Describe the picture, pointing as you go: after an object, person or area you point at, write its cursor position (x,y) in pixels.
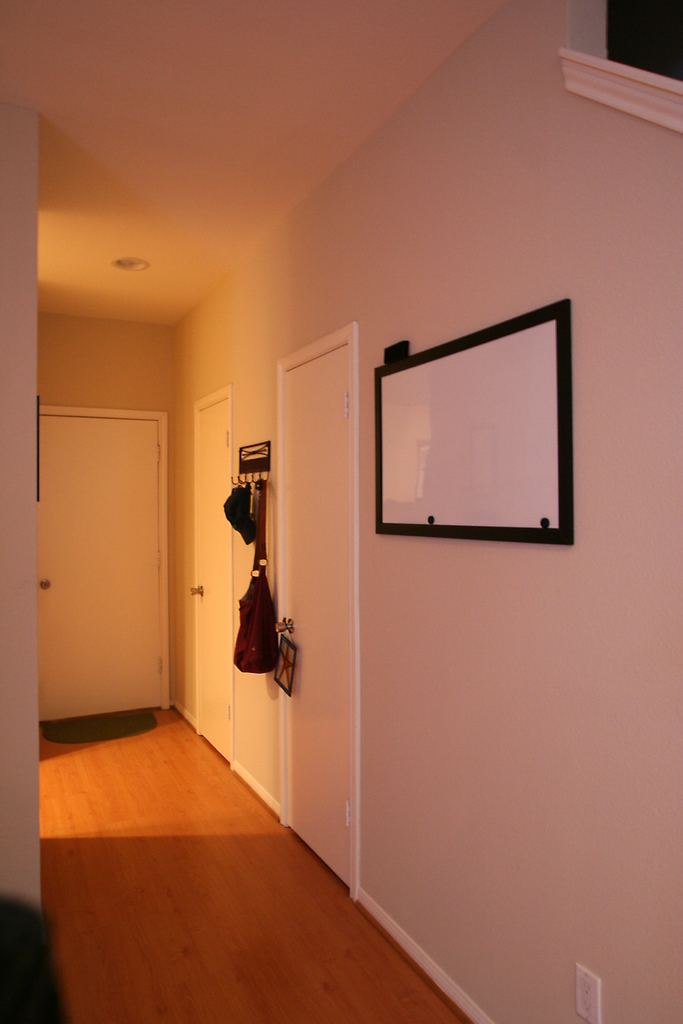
In this image I can see the inner part of the room (429,921) and I can see few doors (200,611) in white color. In front (446,368) I can see the frame (467,355) attached to the wall (391,181) and the wall (476,199) is in cream color.
